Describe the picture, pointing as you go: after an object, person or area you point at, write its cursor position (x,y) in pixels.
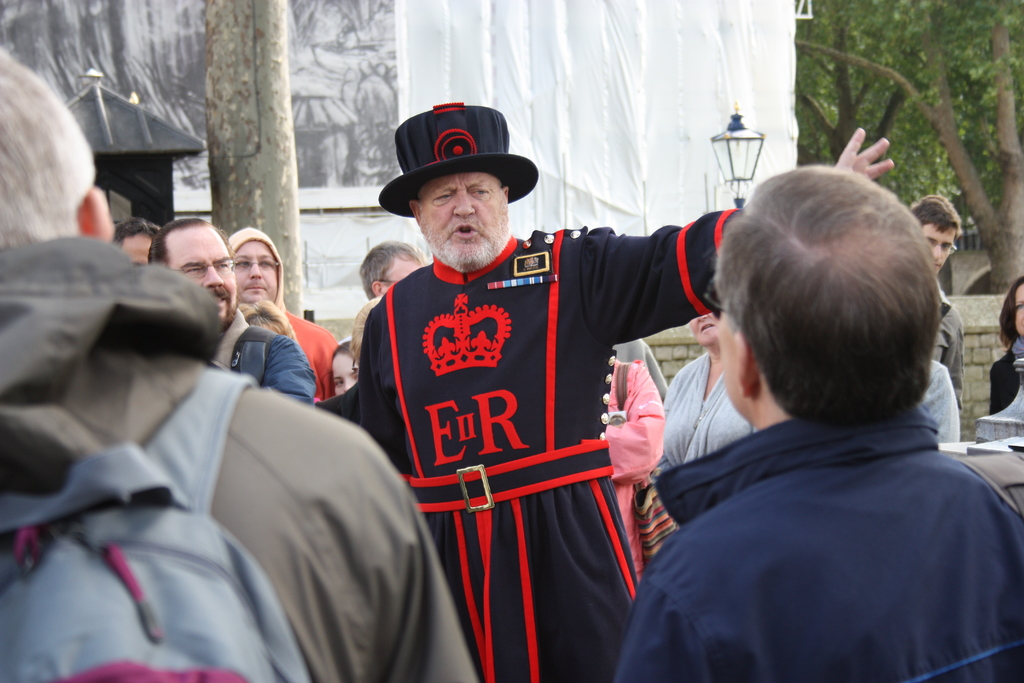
In this image we can see some group of persons (362,495) standing and at the background of the image (276,186) there are some trees (262,193), lamps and wall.
